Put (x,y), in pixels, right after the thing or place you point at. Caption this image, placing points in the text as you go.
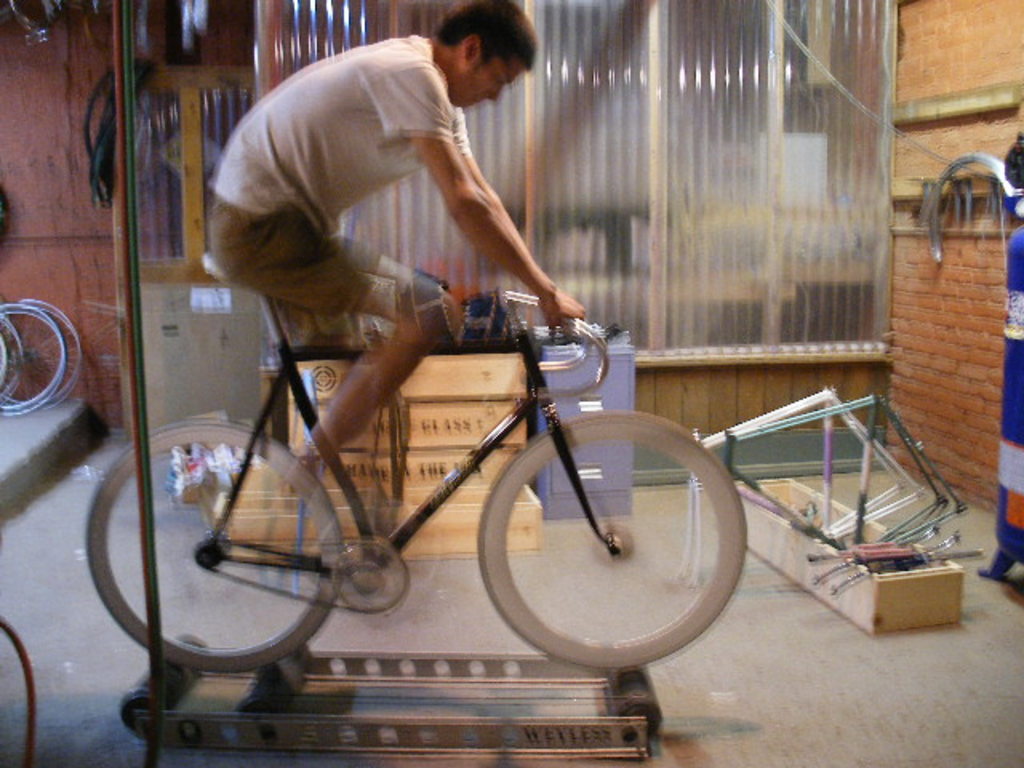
This man (342,116) is riding a bicycle (278,542). Far there are bicycles (54,350). On floor (956,625) there are things (855,539).
